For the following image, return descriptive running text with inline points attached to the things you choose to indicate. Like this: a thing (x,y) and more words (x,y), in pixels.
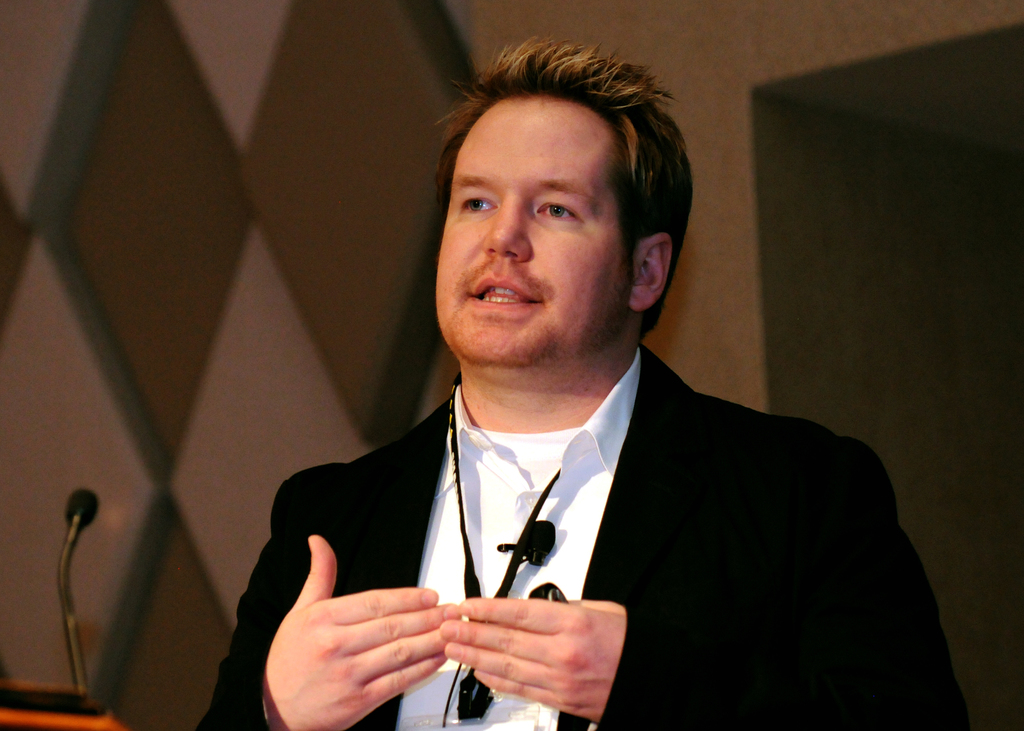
In this picture we can see a person (678,638) here, he wore a blazer (622,600), in the background (371,229) there is a wall (133,449), we can see a microphone (76,527) here.
